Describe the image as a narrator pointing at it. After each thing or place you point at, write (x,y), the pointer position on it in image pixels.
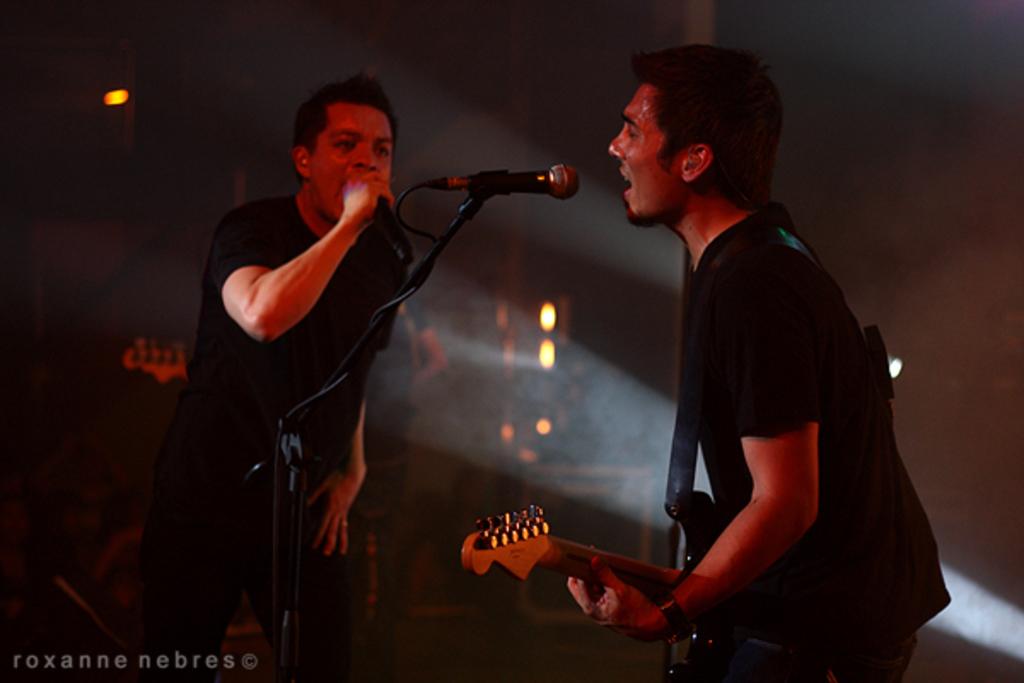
These two persons (809,583) are standing. This man (730,490) is playing guitar (541,549) and singing in-front of mic (467,178). This man (346,172) is also singing in-front of mic (376,219). On top (129,97) there are lights (116,100).
